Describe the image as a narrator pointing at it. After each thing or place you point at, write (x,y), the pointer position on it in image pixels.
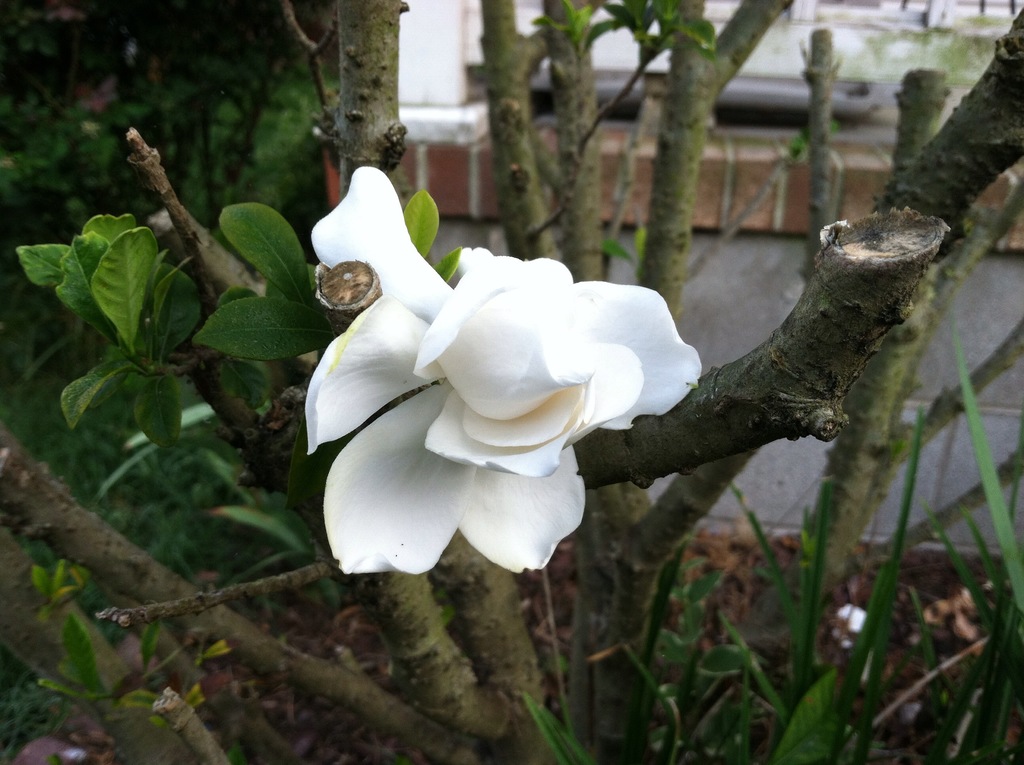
As we can see in the image are plants (803,559), tree stems (693,119) and a white color flower (574,316).
